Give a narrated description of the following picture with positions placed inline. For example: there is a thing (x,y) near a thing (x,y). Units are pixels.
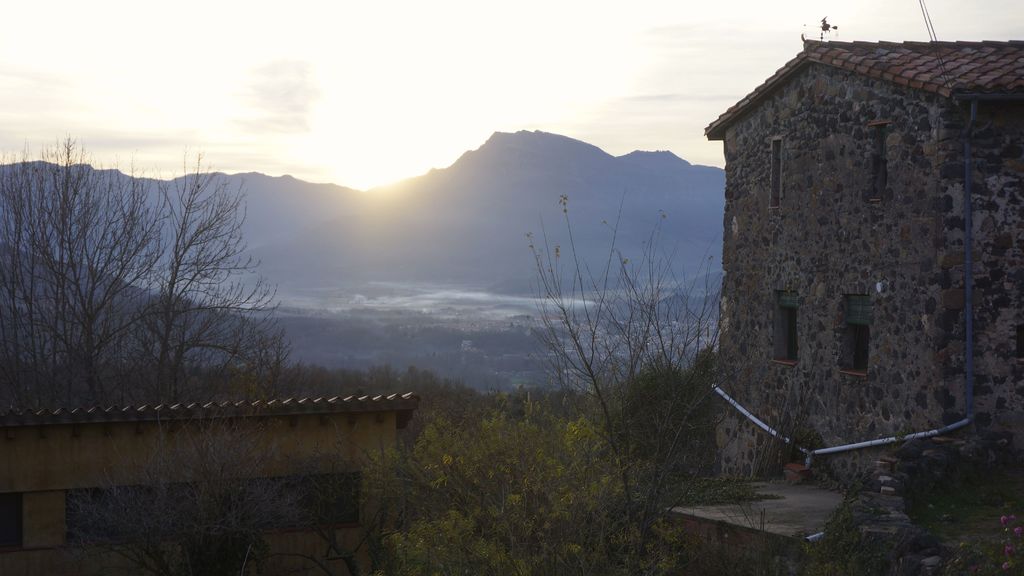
In this picture there is a house (751,258) on the right side of the image (876,286) and there is a shed (219,405) at the bottom side of the image (61,425), there is greenery (612,571) in the image, there is mist (321,304) and mountains (467,202) in the background area of the image (509,168).
